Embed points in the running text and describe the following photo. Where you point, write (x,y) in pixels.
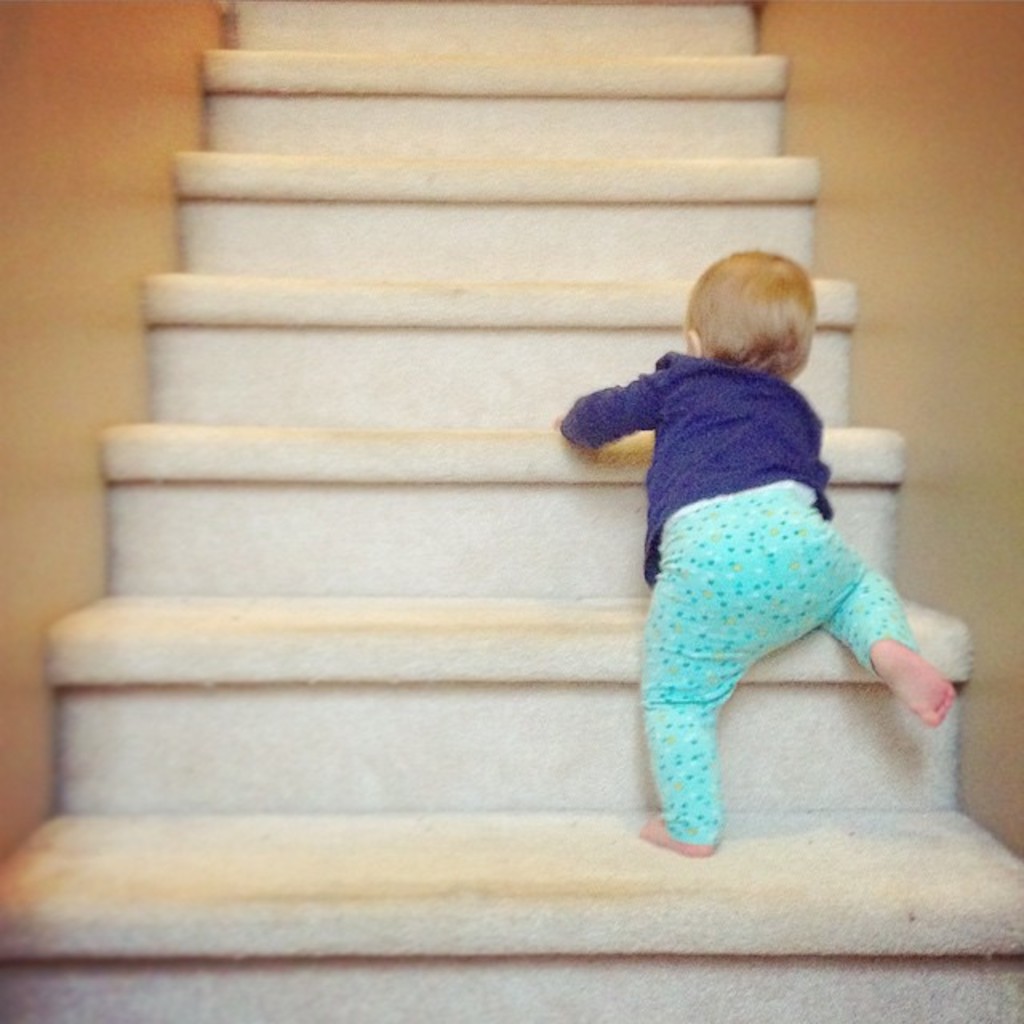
There are steps (251,437). Through the steps (512,531) a child (672,604) is climbing. On the sides of the steps (230,103) there are walls (859,153).
